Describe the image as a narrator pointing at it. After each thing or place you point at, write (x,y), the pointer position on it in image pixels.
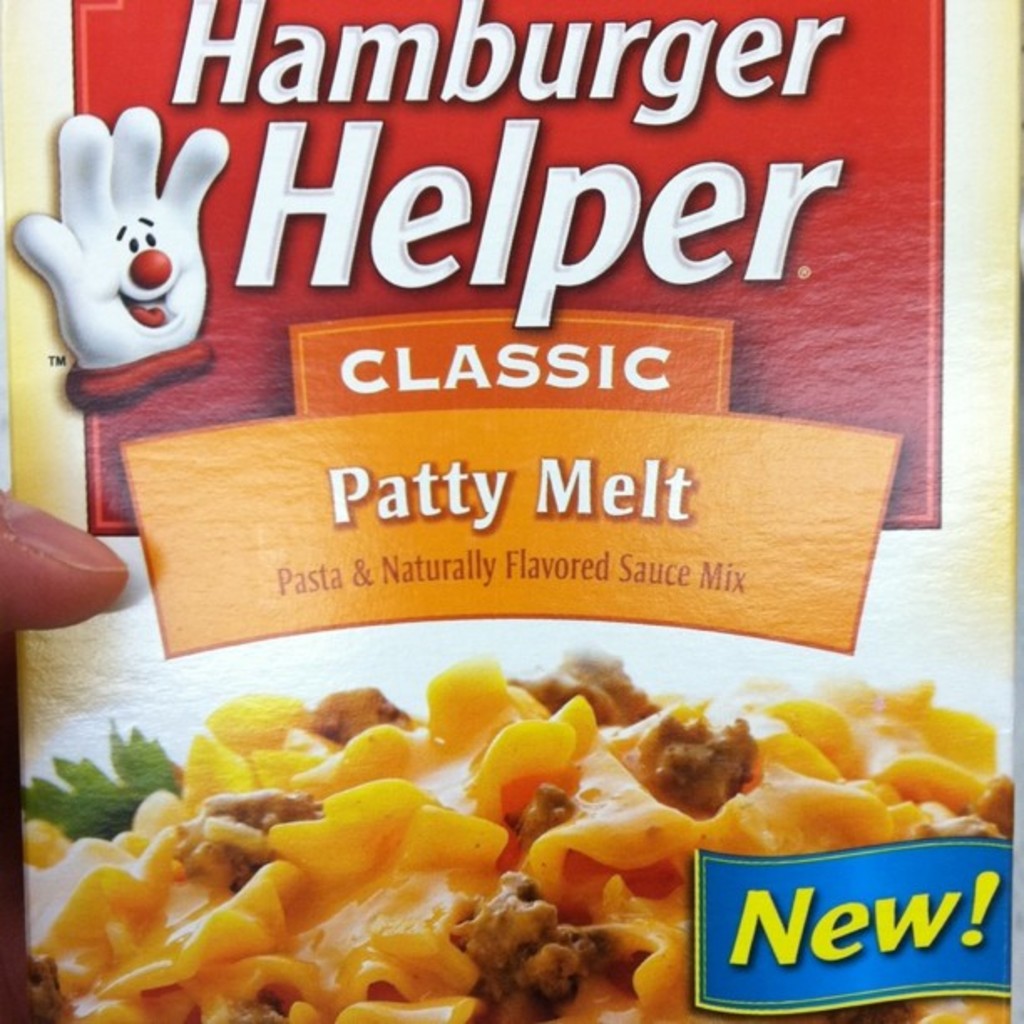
To the left corner (14,580) there is a person finger (61,538) holding the packet (67,240). On the packet (298,643) to the bottom (334,801) there is a food item (325,704). And to the top of the packet (101,338) there is a name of the packet (377,273) and a cartoon toy (148,266) on it.
